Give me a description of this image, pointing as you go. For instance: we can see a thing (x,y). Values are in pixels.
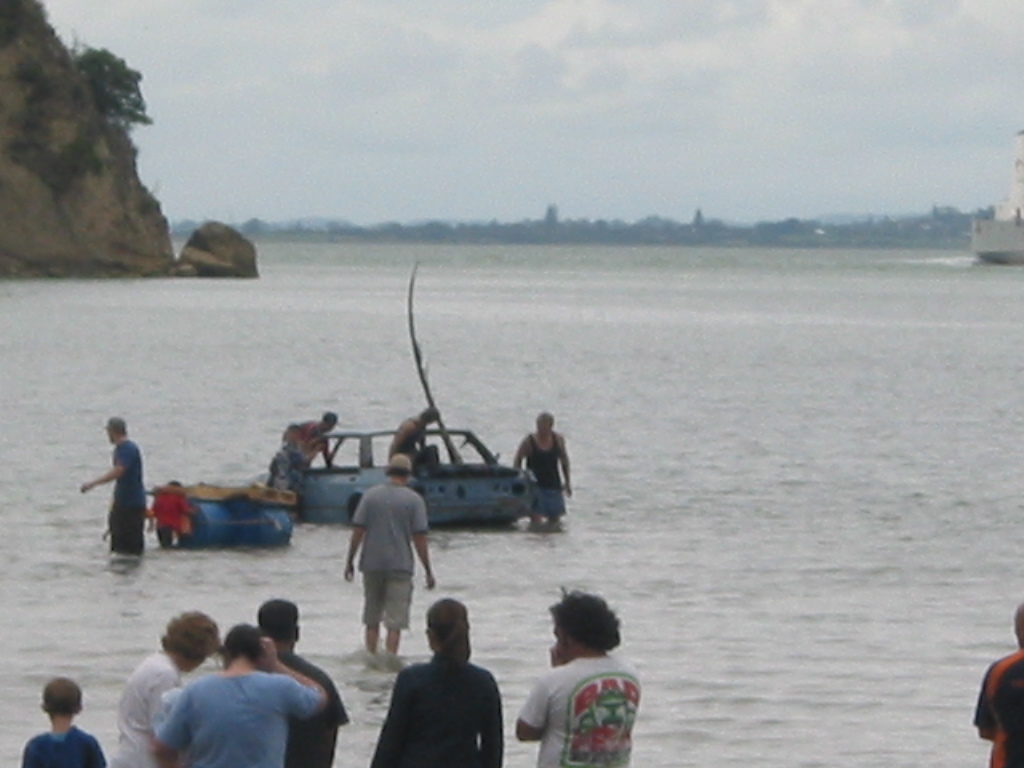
This image consists of water (481,542) in the middle (496,453). There is car (379,445) in the middle (490,492). There are some persons (1008,719) at the bottom (554,662). There is sky (616,190) at the top (455,192).
